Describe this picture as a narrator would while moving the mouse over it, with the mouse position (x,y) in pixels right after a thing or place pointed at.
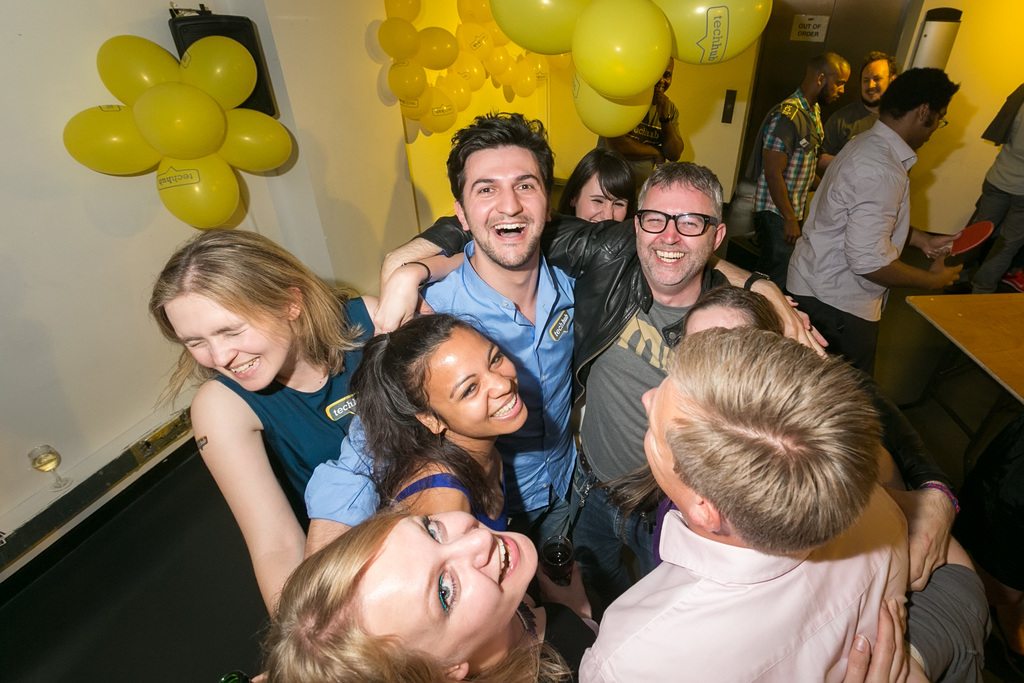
In the foreground (509,170), I can see a group of people (559,437) on the floor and a table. In the background (682,86), I can see balloons (94,134) on a wall (304,233) and a door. This image taken, maybe in a hall (187,538).
